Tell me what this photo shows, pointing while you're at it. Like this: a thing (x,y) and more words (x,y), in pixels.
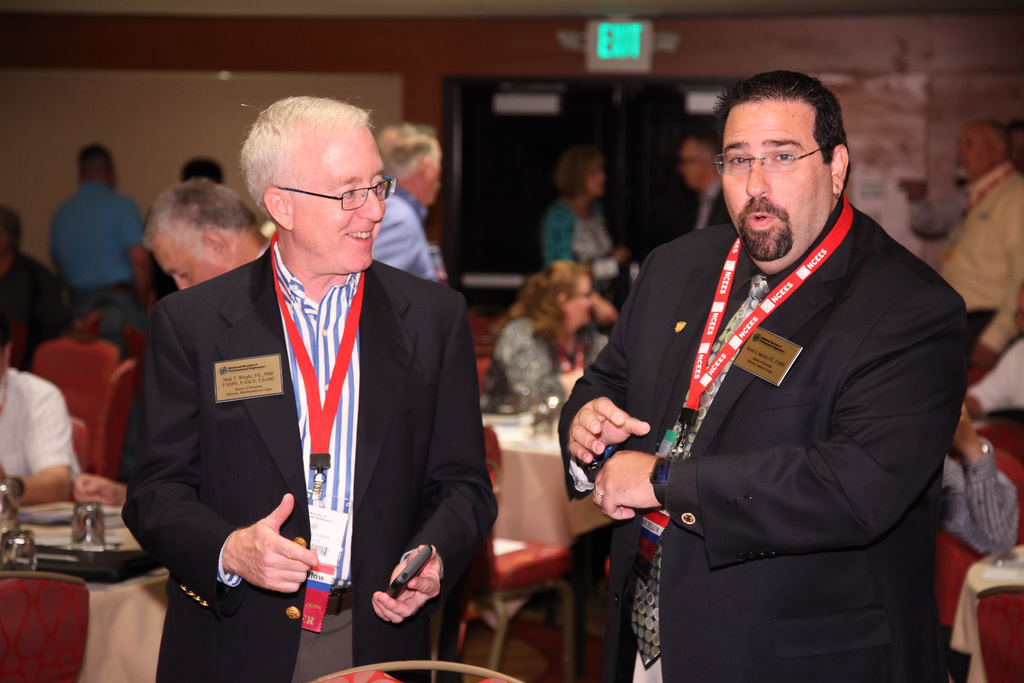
In this image, I can see a group of people (255,553) are sitting on the chairs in front of tables (122,625) on which papers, some objects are kept and I can see few of them are standing on the floor (598,678). In the background (464,179), I can see a wall (702,44), board (627,64) and a door (620,196). This image taken, maybe in a hall (518,197).
